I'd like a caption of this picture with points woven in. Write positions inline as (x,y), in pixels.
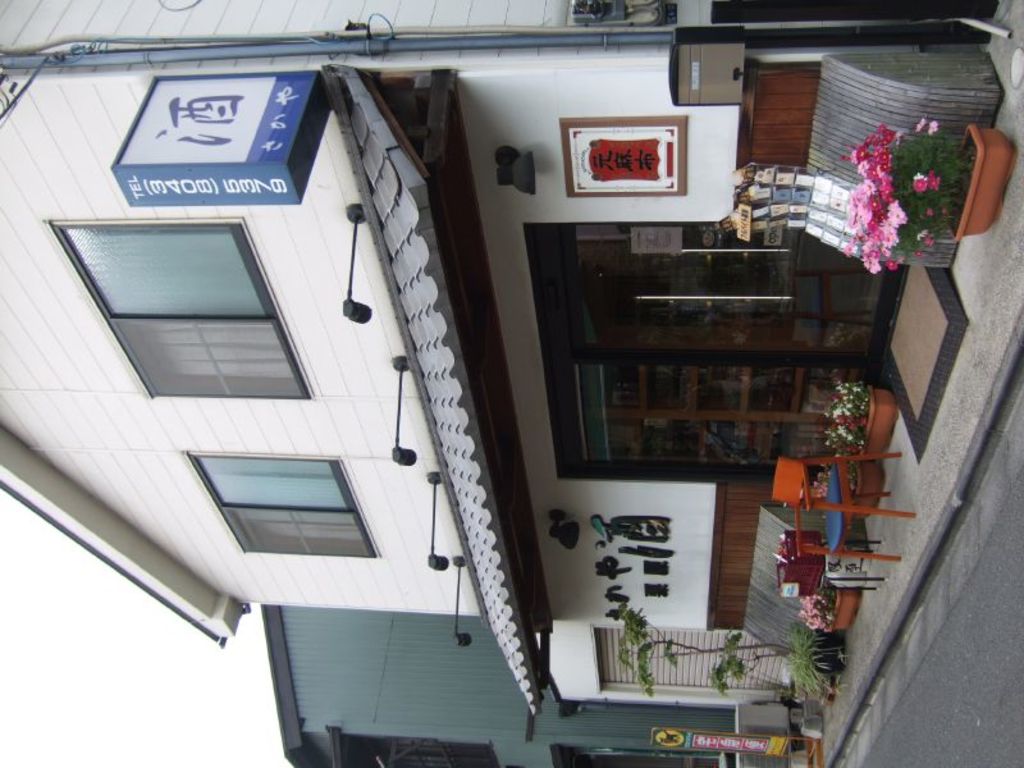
It seems the image is outside of the city. In the image on right side (963,170) there is a flower pot (983,187) and plant (863,181) and we can also see photo frames (585,135) on wall (297,289), hoardings (243,152). On left side (334,747) we can see few buildings (354,717), in middle (635,375) there is a chair (888,556) and flower pot (878,419) and a window (807,389) which is closed on top there is a sky (206,700) at bottom (987,644) there is a road (974,645) which is in grey color.
